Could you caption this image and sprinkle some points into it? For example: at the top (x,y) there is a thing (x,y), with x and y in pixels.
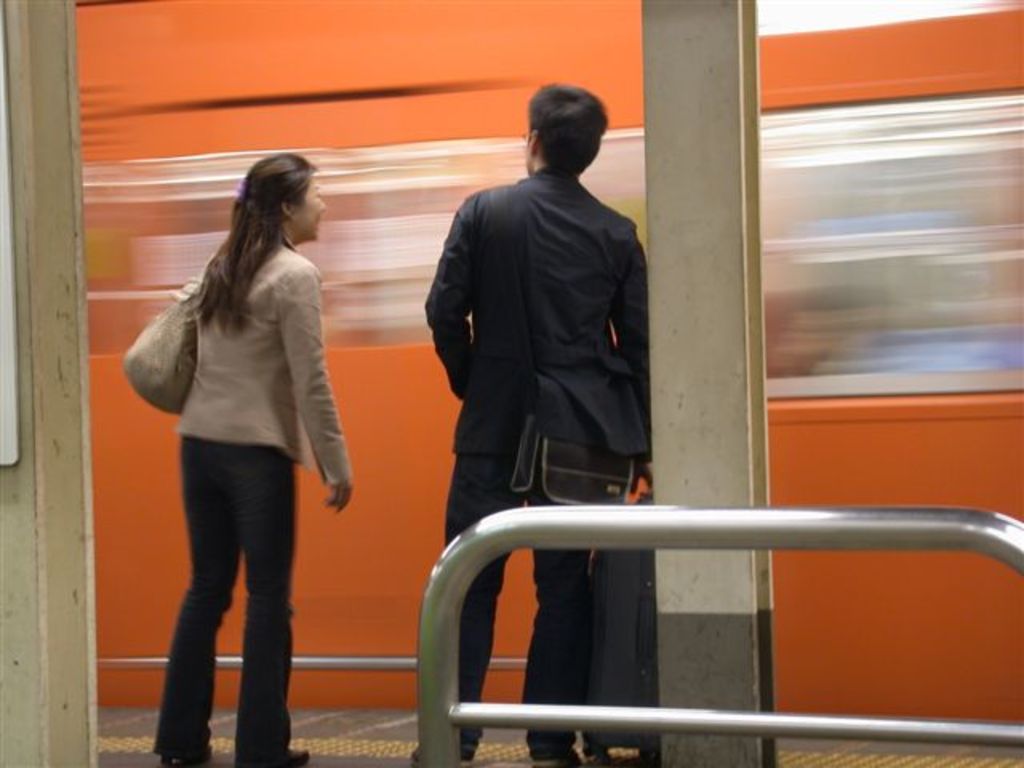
In this picture we can see a woman (248,455) wearing a handbag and standing on the path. There is a man (492,456) wearing bag (571,494) and holding a suitcase (603,662) in his hand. He is also standing on the path (485,755). A stand (422,735) is visible on the right side (978,511). A train (116,239) is seen in the background (535,41).
